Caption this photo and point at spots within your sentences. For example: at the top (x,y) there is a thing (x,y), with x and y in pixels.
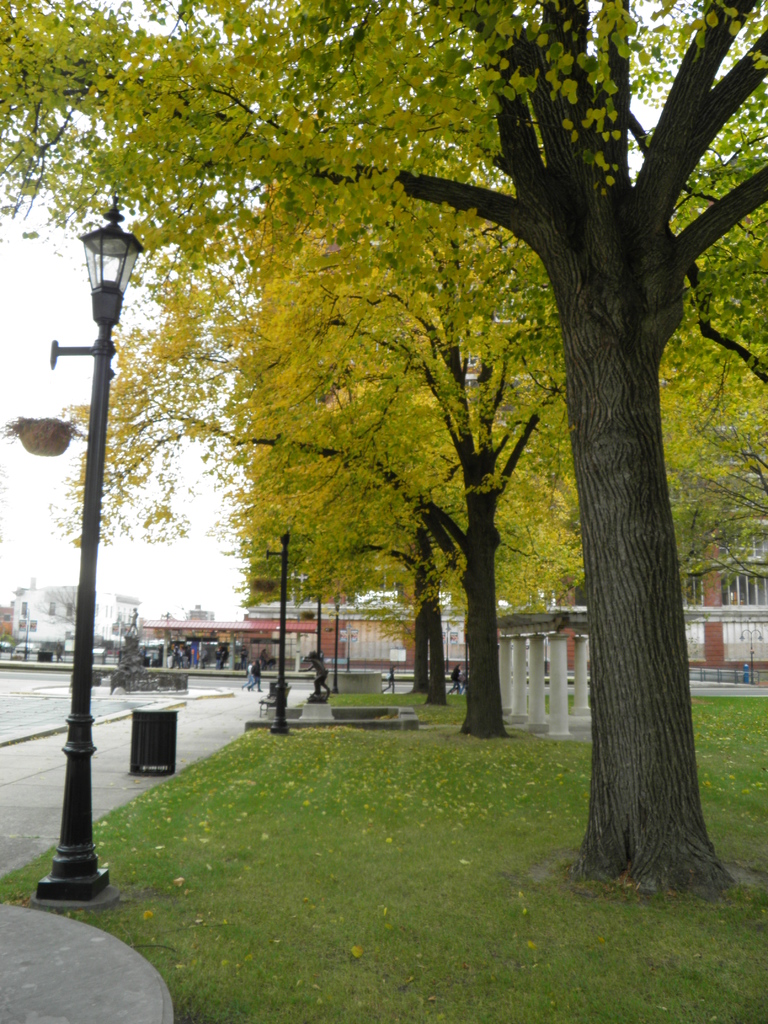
In this image there is grassland (414,858), beside that there are light poles (88,707), pavement (96,751), in the background (480,575) there are trees (473,581), buildings (764,562) and the sky (184,543).
